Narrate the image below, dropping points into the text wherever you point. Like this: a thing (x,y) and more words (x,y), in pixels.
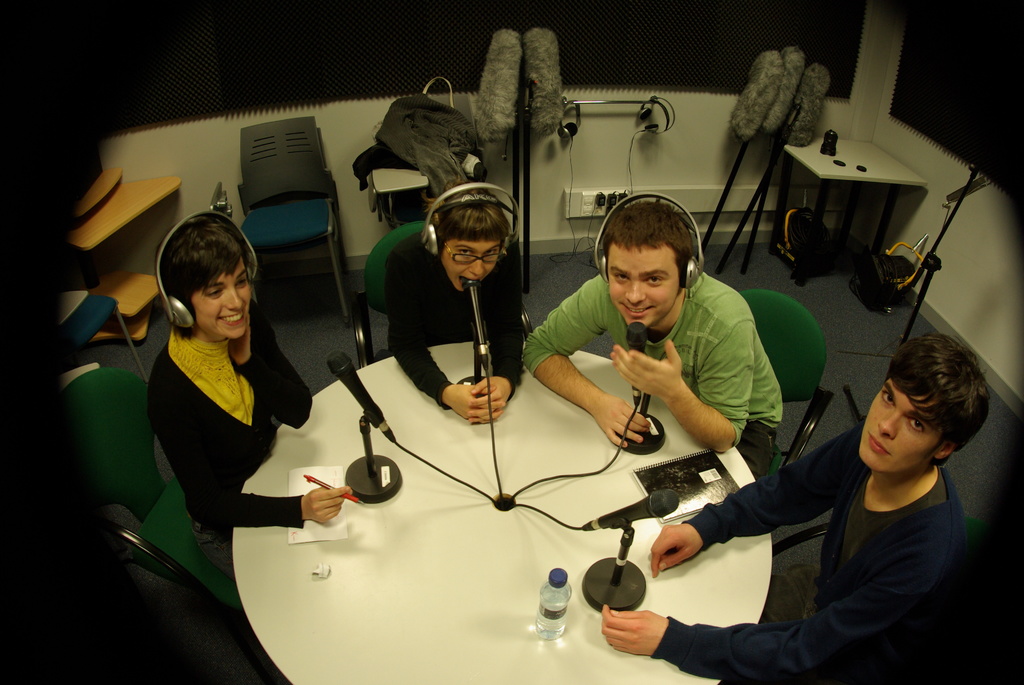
In this image there are a few people (441,336) sitting on their chairs (115,473), one of them is holding a pen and three of them are wearing the headset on their head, in between them there is a table (513,457) with mics (383,430), papers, bottle (554,572), book (697,484) on the table (261,492). In the background (834,181) there are tables (138,331), chairs (808,319), clothes (444,155) on the table (382,171) and a few other objects (468,160).
